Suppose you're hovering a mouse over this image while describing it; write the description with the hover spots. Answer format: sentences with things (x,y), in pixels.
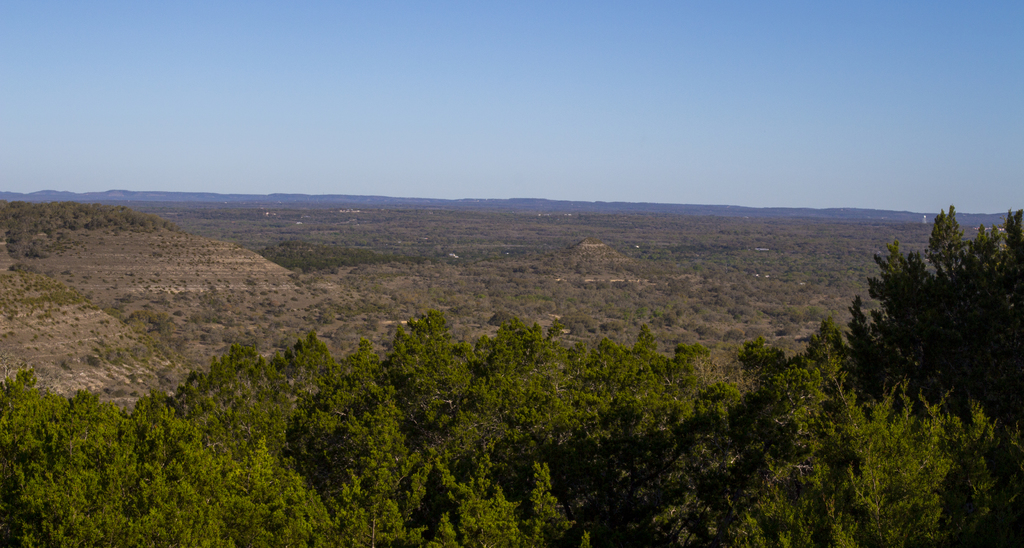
In the background (742,85) we can see the sky (831,105), hills (550,206). In this picture we can see the thicket (489,210). At the bottom portion of the picture (411,377) we can see the trees (330,437).
